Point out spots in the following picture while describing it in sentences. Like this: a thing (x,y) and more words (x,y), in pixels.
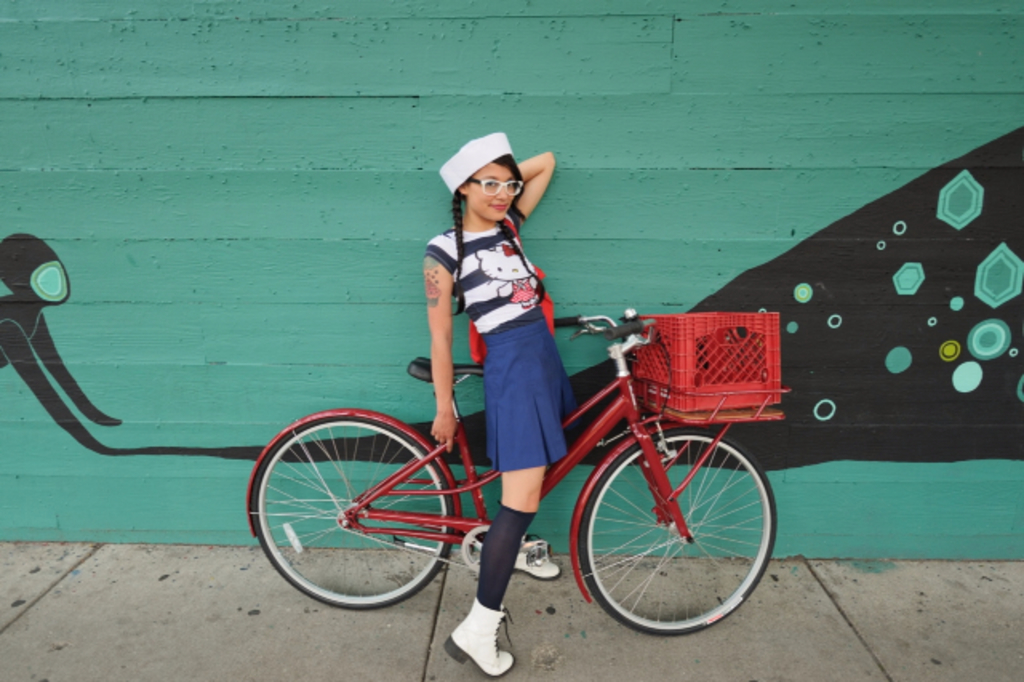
In this picture there is a girl (541,341) wearing white color top (496,293) and blue skirt (518,367) standing beside the red color bicycle (352,520), smiling and giving a pose into the camera. Behind there is a green painted wall (406,82).
